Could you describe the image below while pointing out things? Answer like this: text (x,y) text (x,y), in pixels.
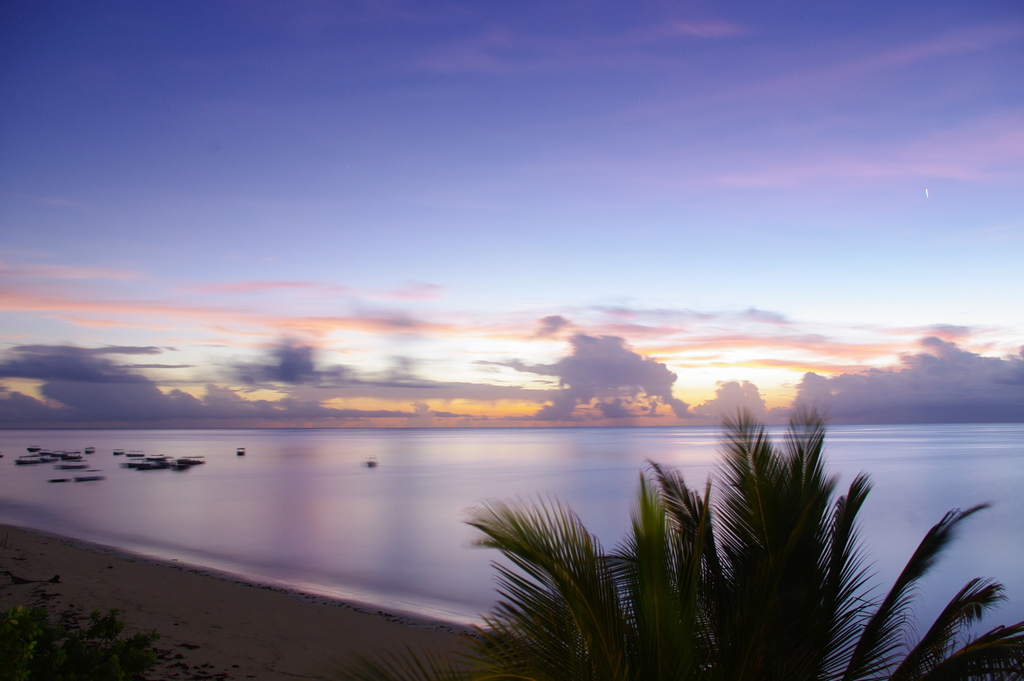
In the center of the image (396,434) we can see the water (404,445). On the left side of the image (49,478) we can see the boats (172,467). At the bottom of the image (322,600) we can see the trees (111,625) and soil (274,610). In the background of the image (275,389) we can see the clouds (579,351) are present in the sky (462,258).
